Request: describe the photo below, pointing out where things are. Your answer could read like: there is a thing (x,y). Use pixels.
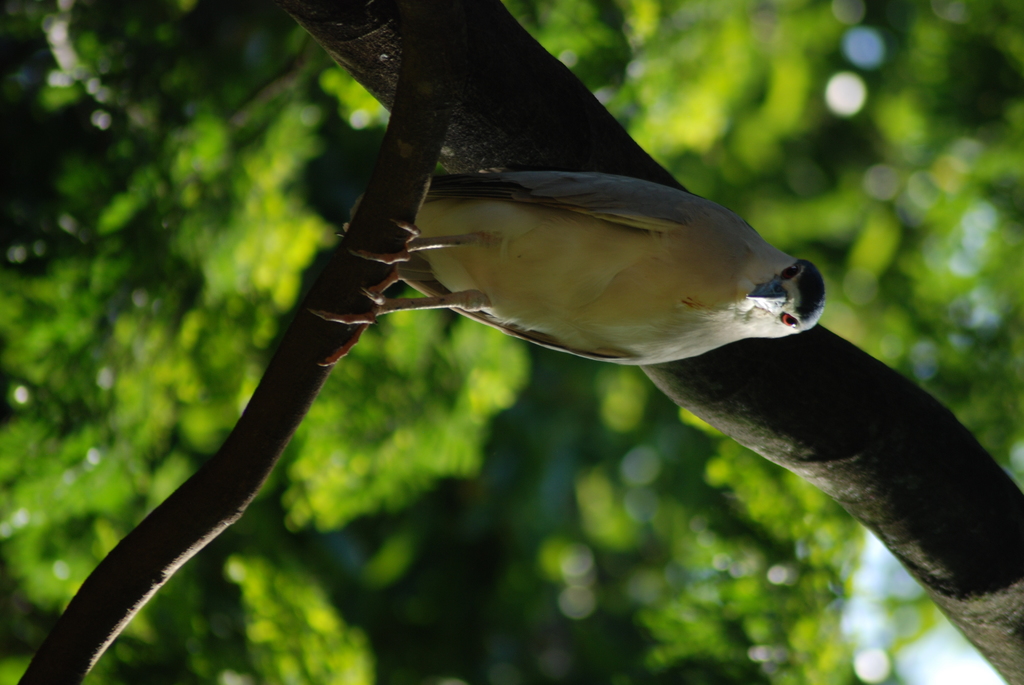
In the foreground of this image (532,257), there is a bird (485,278) on a branch (377,238). Behind it, there is trunk (826,430) of a tree (807,415) and the background (808,98) is greenery (821,112).
